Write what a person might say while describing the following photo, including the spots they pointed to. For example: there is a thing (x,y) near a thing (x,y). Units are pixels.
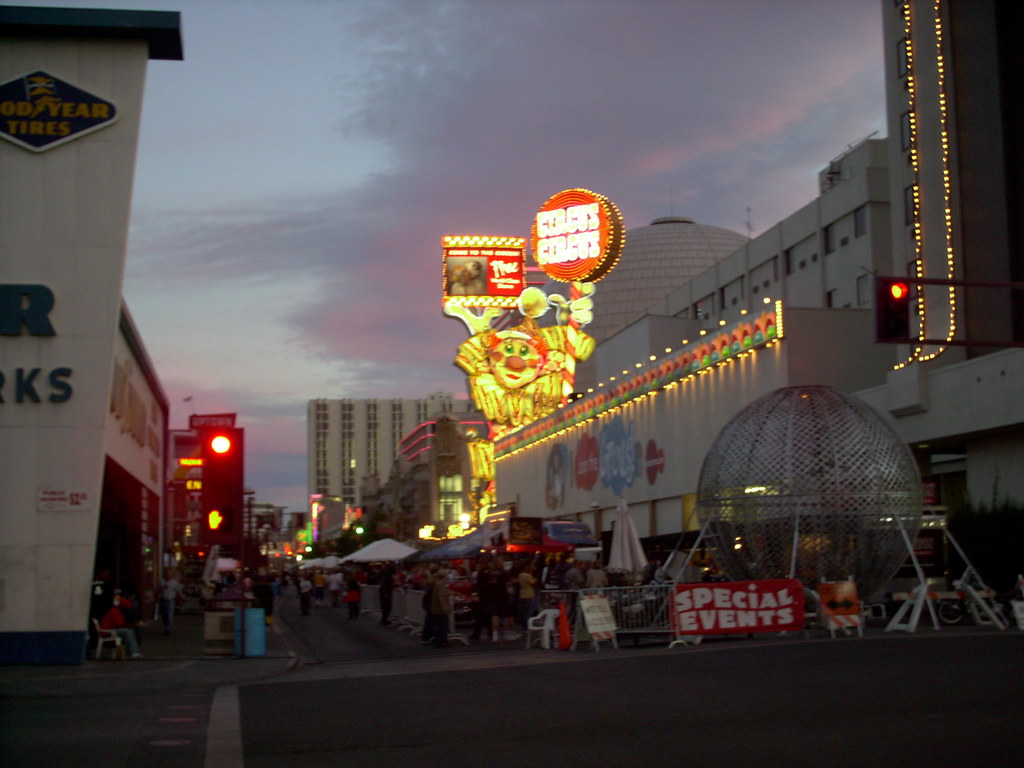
In the image there are many people (123,619) standing on the road (583,744) with many stores (561,551) on it and there are buildings (594,498) on either side of the road (513,750) with lights (493,443) above it and above its sky (355,178) with clouds (221,258).
